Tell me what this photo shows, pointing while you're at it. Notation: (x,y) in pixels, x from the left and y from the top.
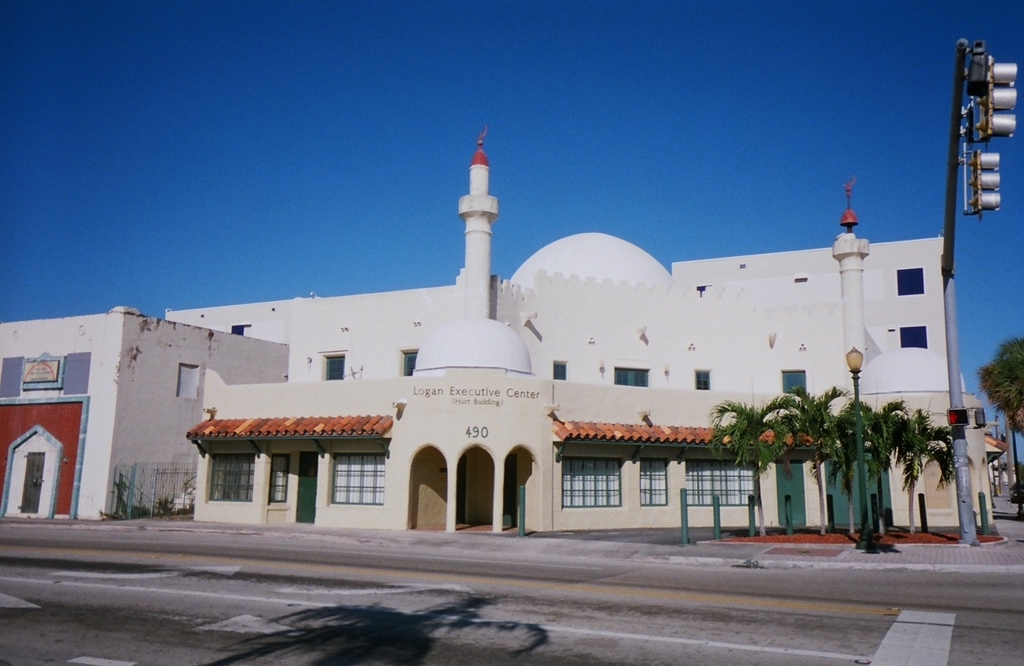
In this image in the center (612,326) there is one mosque (583,440), and there are some trees (913,444) and poles (951,264) and some lights (992,80). At the bottom (379,596) there is a walkway (803,594), on the top of the image (499,123) there is sky (676,154).
